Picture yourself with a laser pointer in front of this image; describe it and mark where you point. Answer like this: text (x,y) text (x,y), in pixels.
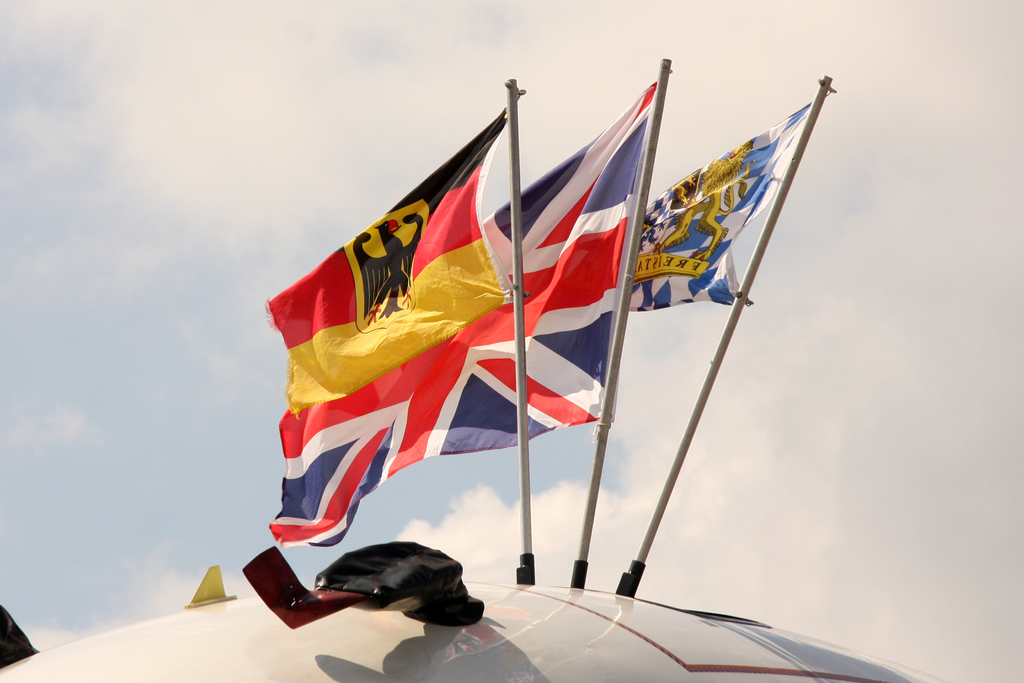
In this image we can see three flags (433,277) with poles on a metal object (272,630). Behind the flags (349,484) we can see the sky (237,362).
